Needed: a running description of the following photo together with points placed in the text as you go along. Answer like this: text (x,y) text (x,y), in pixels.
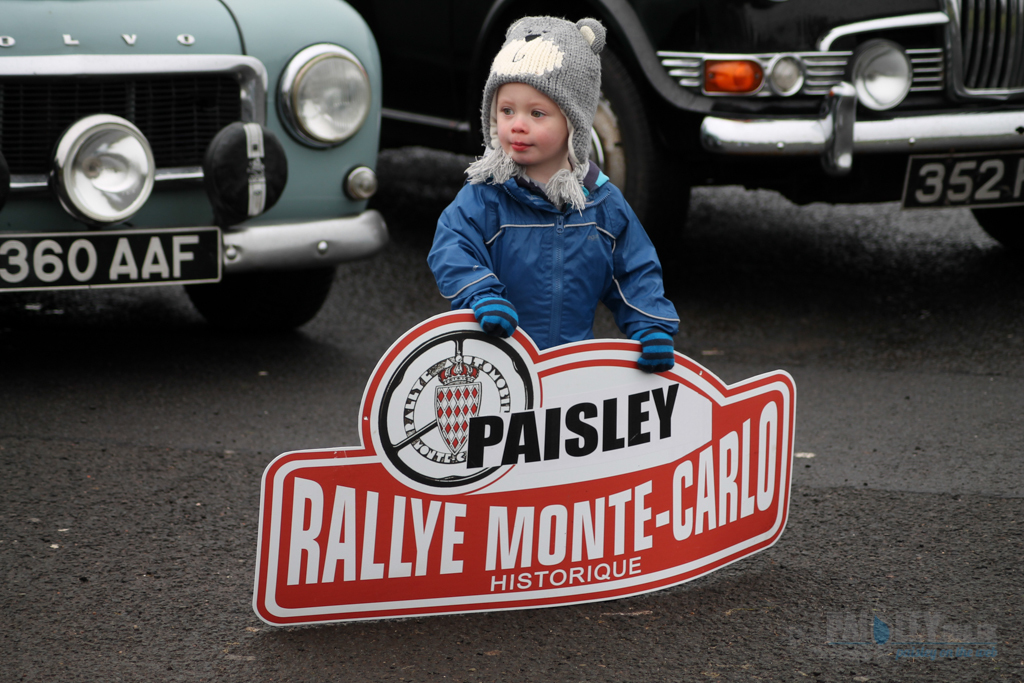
As we can see in the image there are cars (373,103) and a girl (549,212) holding banner (552,499).
